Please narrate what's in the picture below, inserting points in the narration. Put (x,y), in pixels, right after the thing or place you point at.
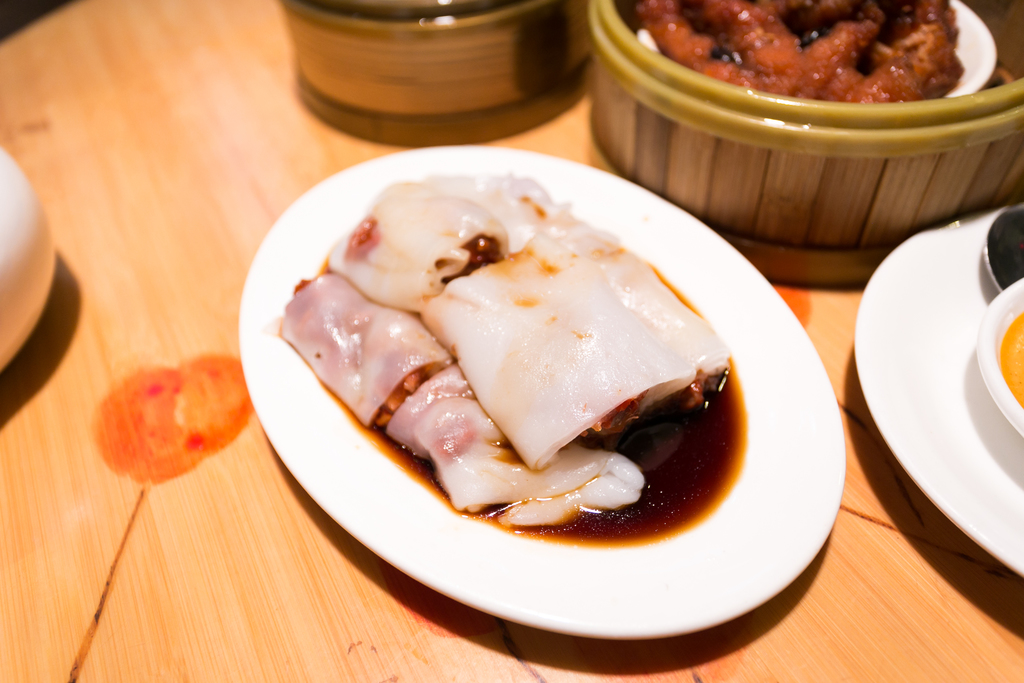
The picture consists of a table (316,603), on the table (839,594) there are plates (818,430), bowls (738,152) and there are various food items (552,225) in the plate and the bowls (1022,429).
